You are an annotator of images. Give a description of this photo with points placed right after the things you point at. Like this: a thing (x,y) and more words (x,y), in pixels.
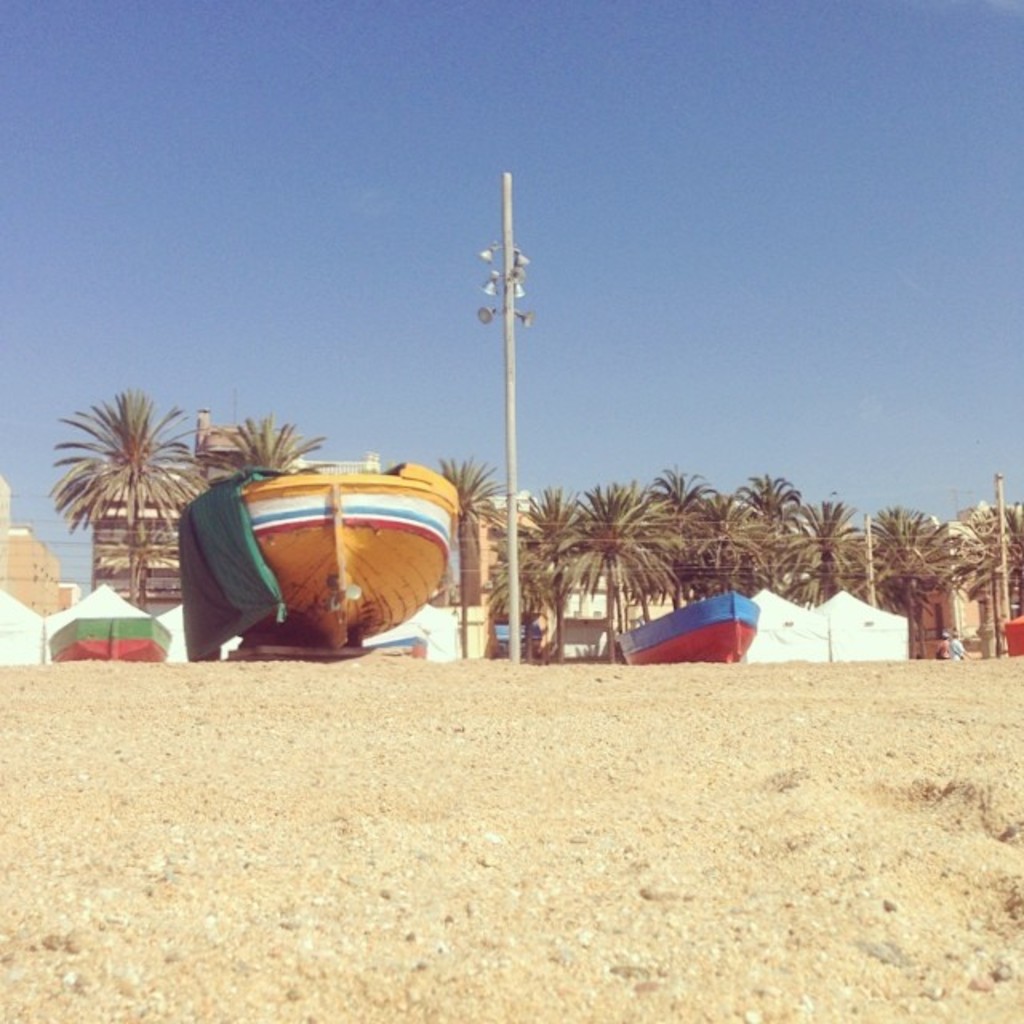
In this image I can see the sky (678,201), trees (602,519) and boats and pole (511,535).
